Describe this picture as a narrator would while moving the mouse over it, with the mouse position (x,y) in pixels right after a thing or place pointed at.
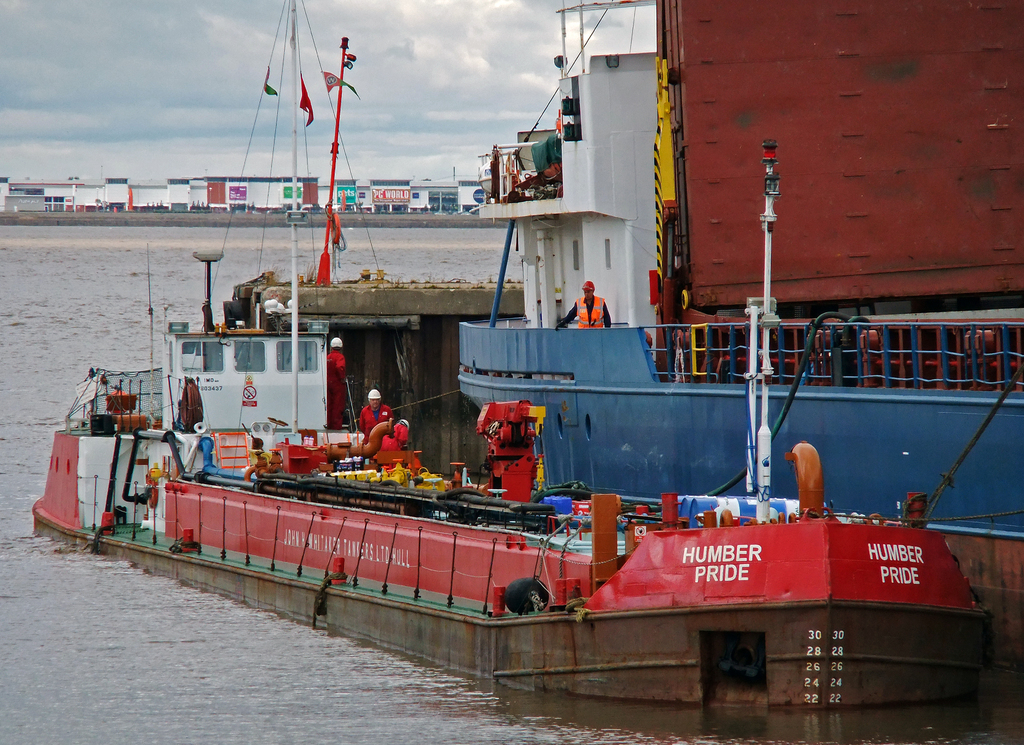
In this image there is a ship (661,485) at right side of this image (710,368) and there is one person (574,315) standing at right side of this image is wearing orange color vest (587,314), and there is a pole (763,452) in white color at right side of this image (767,352). There is a boat (429,557) in below of this image and there is a text (693,567) written on it in white color at right side of this image (696,553). There are some more persons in middle of this image (343,385) is wearing white color helmet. there is a water (30,352) at bottom of this image (167,644) and middle of this image (345,251). There are some buildings (433,194) in the background (418,194) and there is a sky (379,109) at top of this image (437,62).
